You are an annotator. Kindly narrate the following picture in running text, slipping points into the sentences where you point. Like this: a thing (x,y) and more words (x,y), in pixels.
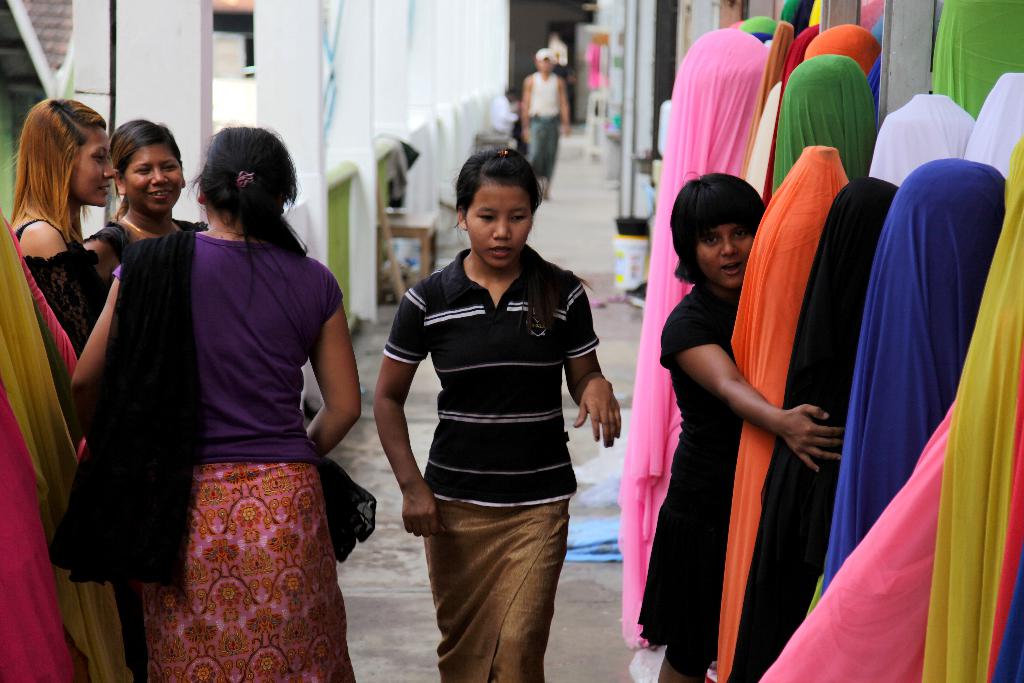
In this image there are persons (527,335) standing and walking. On the right side (758,156) there are clothes (829,129) on the statues (830,136). In the background (403,124) there are pillars (376,72), there is a stool (408,225) and there are clothes (406,139) which are white in colour.
